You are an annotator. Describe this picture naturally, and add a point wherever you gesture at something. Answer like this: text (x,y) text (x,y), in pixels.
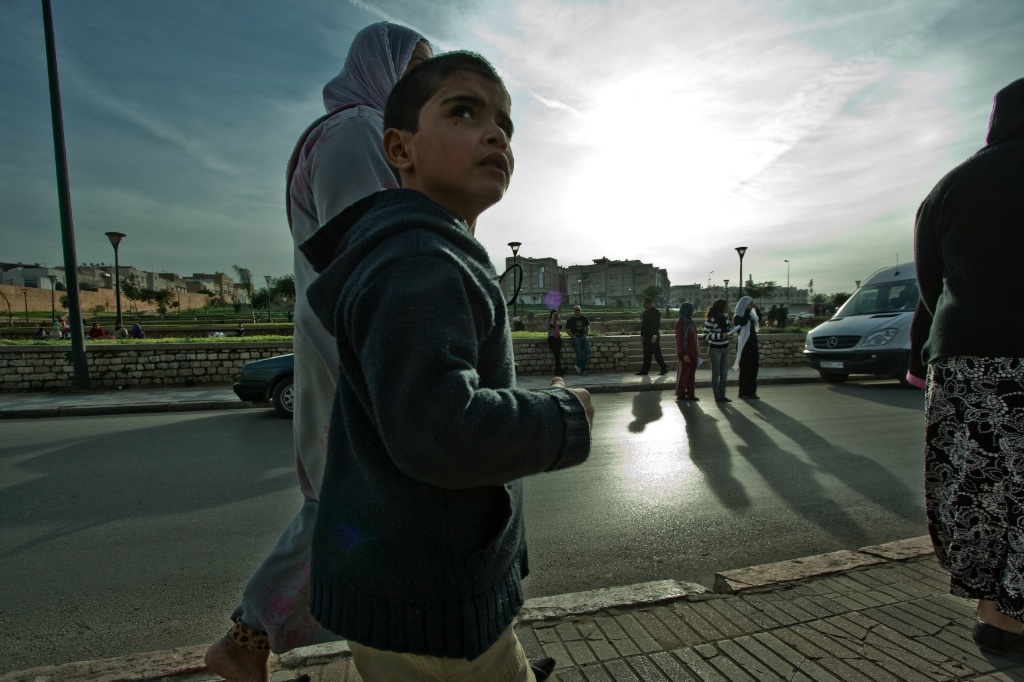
This picture is clicked outside. In the center (486,338) we can see the group of persons (725,399) and the group of vehicles (277,395) seems to be running on the road (754,448). In the background (702,114) we can see the sky (158,129), poles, buildings (541,293), trees (161,297) and many other objects (639,365).
